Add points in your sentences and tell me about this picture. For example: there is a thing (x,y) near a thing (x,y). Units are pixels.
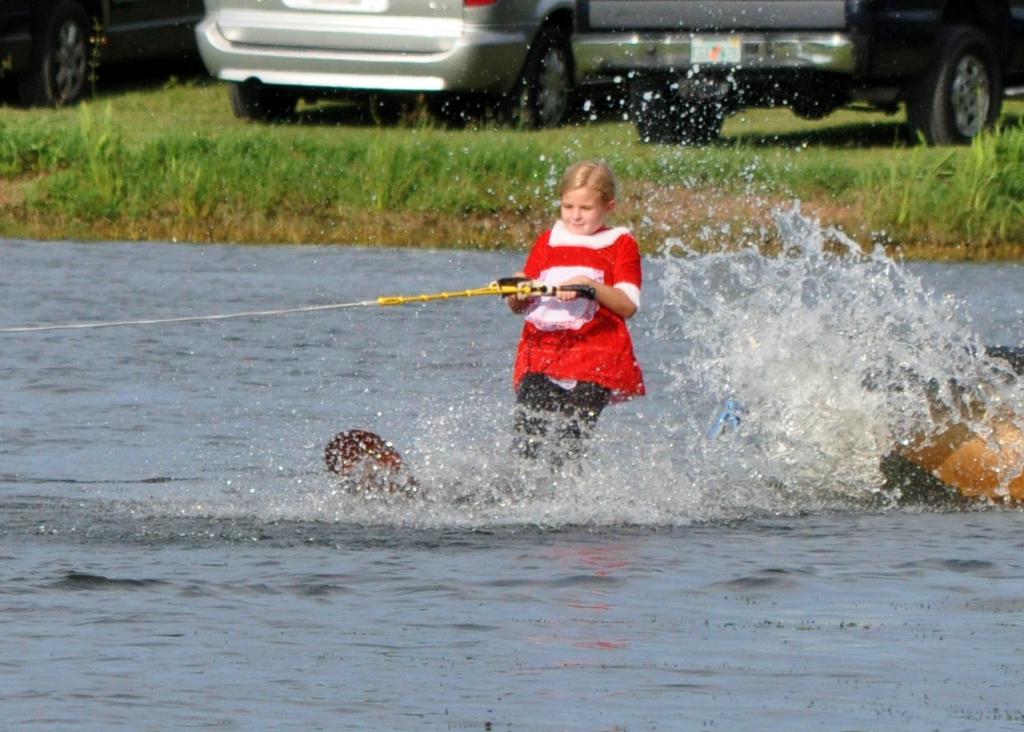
Here in this picture in the front (573,343) we can see water (507,332) present over a place and in that we can see a child (558,322) wakeboarding in the water (486,475), as we can see she is holding the handle (537,291) connected to the rope (387,300) and we can see a board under her legs (538,418) and she is smiling and behind her on the ground (631,192) we can see grass (463,176) covered and we can also see cars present on the ground (304,171).
